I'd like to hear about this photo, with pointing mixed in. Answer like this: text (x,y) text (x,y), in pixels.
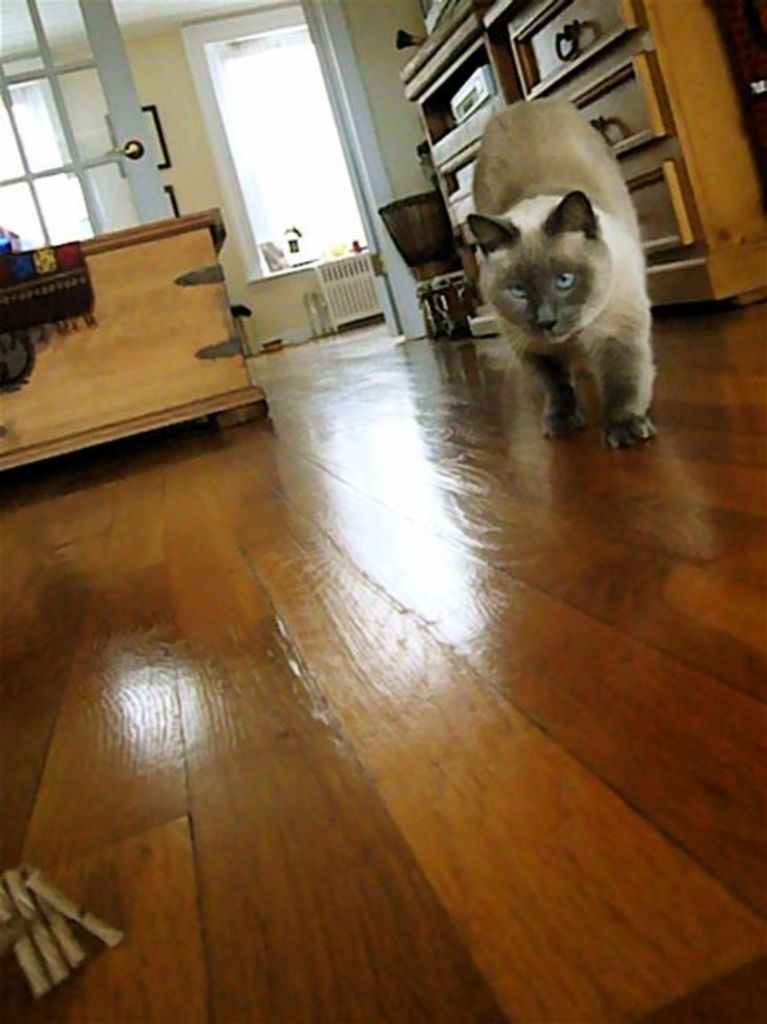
In this picture I can see a cat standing on the wooden floor (501,542), there are cupboards (570,49) with drawers (551,44), there are frames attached to the wall (164,76), there are windows (202,41) and there are some other objects (51,315).
